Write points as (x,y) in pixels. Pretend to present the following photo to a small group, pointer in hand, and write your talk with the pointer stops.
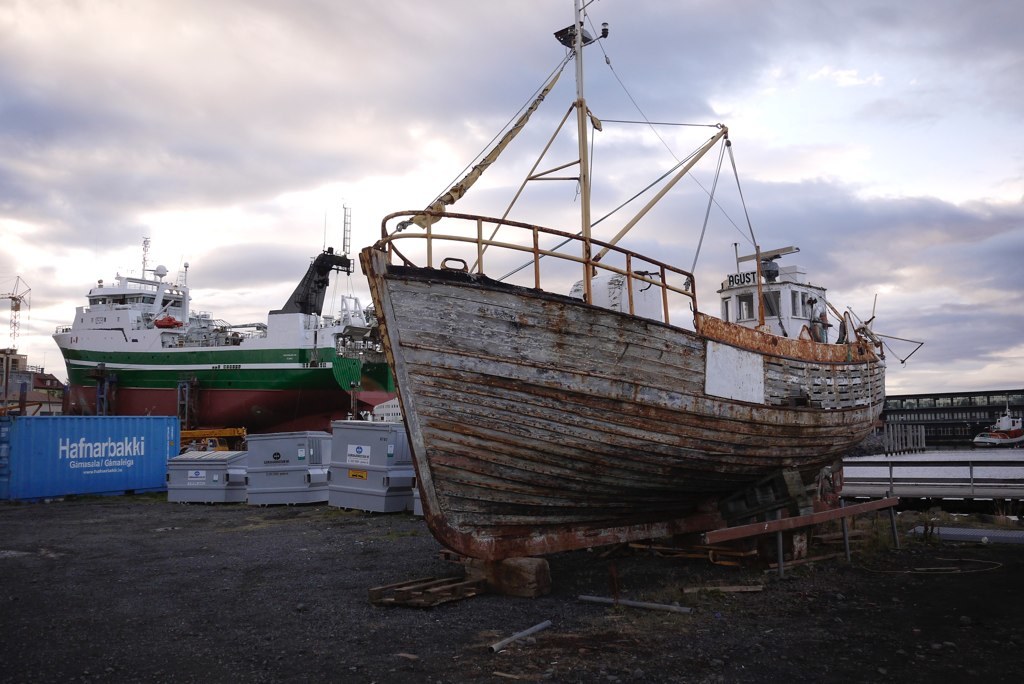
In the foreground of the picture (571,399) there is a boat (631,451). On the left (273,469) there are containers (226,458), ship (242,420), machinery (13,300) and soil (271,582). In the background (988,437) towards right (953,452) there are ship (995,437), water body (945,455) and other objects (967,405). Sky (909,350) is partially cloudy.
